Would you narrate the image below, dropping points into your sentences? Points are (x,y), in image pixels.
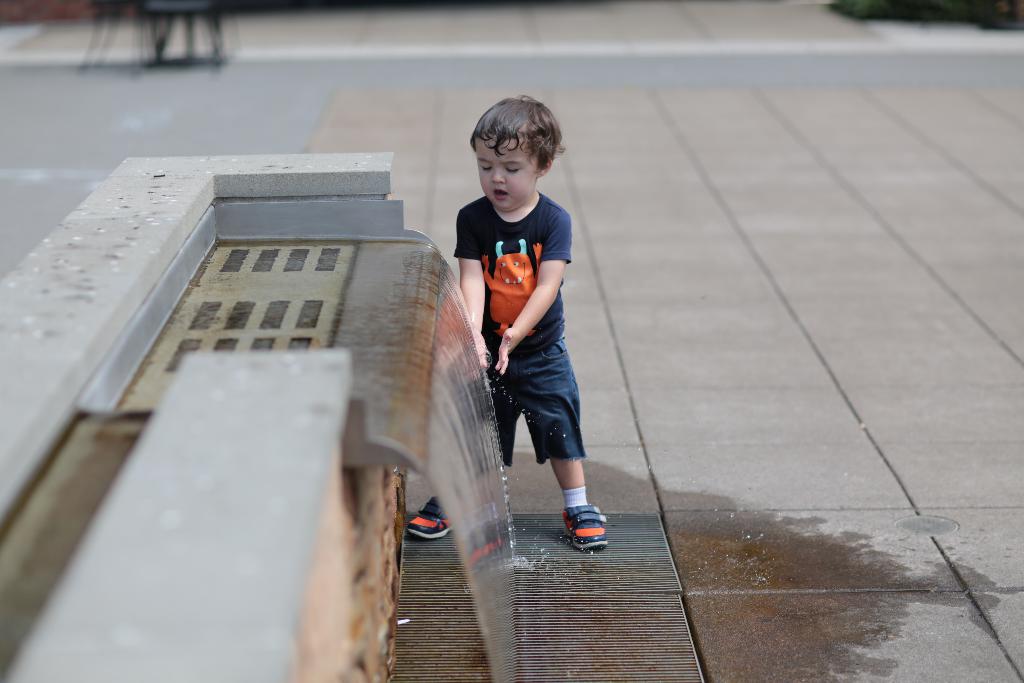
In this image there is a boy (505,333) standing near the artificial waterfall fountain (376,331), and there is a blur background (227,28).
